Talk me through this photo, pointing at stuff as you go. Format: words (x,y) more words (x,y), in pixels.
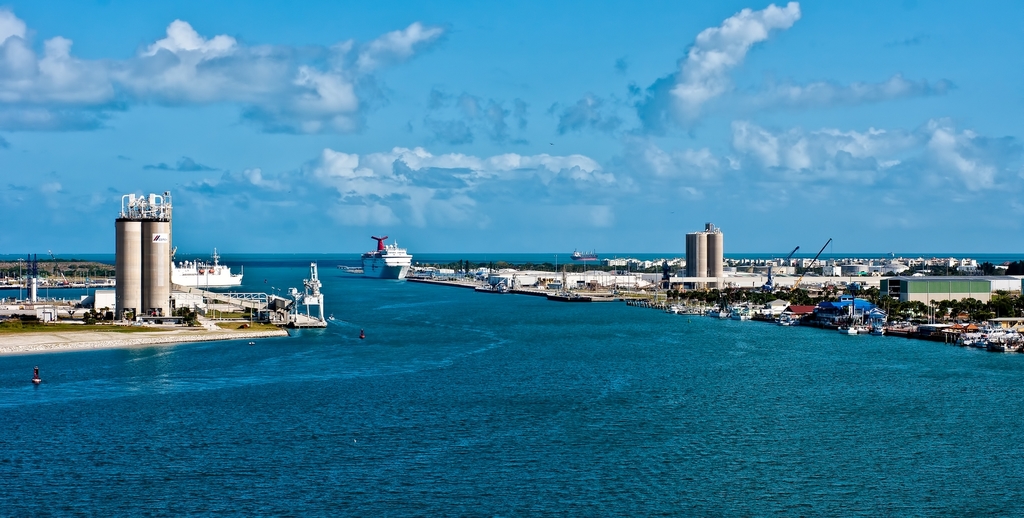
This picture is clicked outside the city. In the foreground (398,323) we can see a water body (415,320). On the left (205,314) there are some towers (171,274) and many number of objects (78,322) and we can see the ships (374,259) and the boats (967,335). In the background (712,123) there is a sky (412,114) with some clouds (334,174).
